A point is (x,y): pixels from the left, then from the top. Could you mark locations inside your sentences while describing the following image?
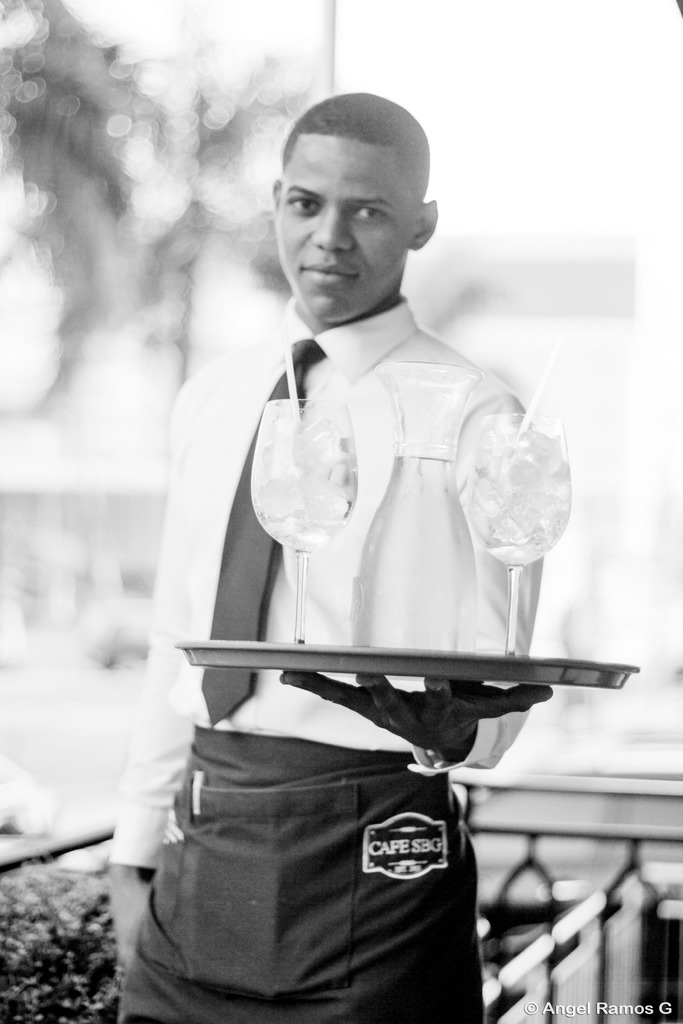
A black and white image. This man (190,540) is holding a tray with glasses (496,460). Background (90,503) it is blur.
